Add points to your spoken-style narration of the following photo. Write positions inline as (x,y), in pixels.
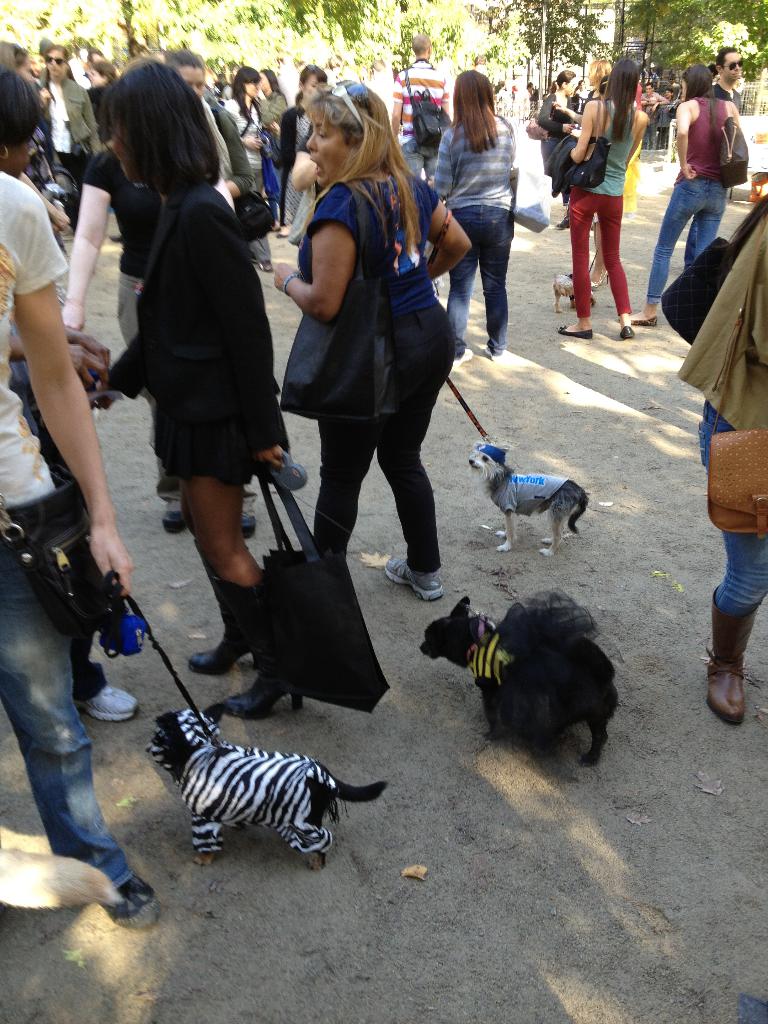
people (288,288) are walking on the road (503,612), holding puppies (252,799). behind them there are trees (376,18).
